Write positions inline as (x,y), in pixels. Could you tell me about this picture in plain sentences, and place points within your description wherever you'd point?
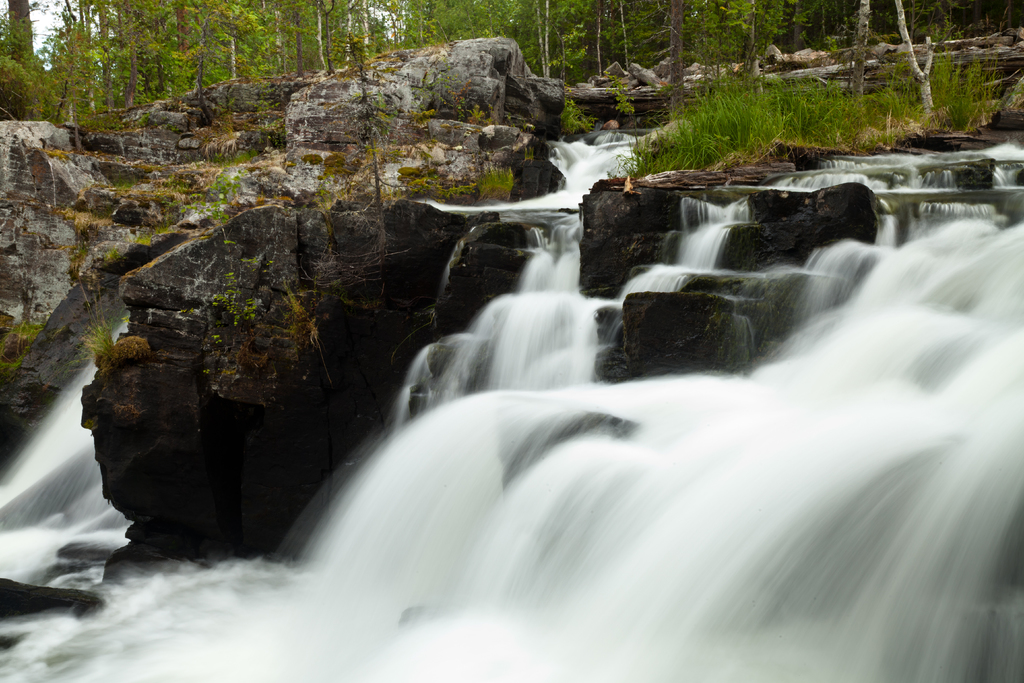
In this image we can see the waterfalls (455,435). We can also see the rocks (730,73) and also trees (531,58) and grass (805,124).
